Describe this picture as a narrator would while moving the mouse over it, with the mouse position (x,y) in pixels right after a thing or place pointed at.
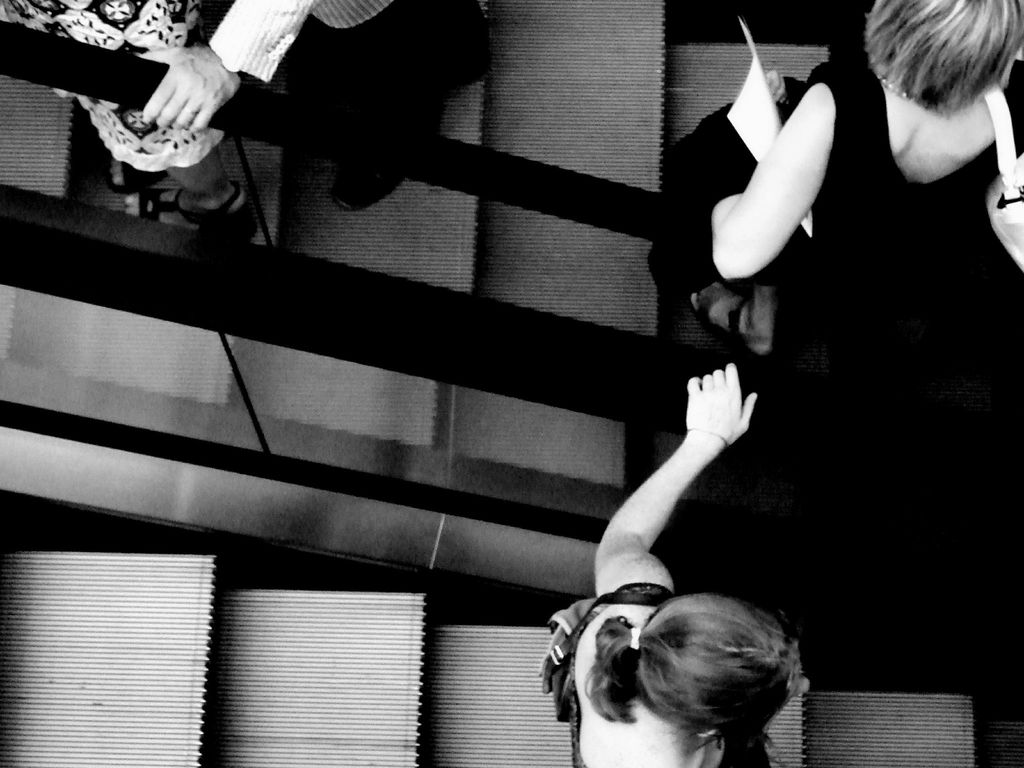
This image consists of four persons (213,166). On the right (697,165), we can see a woman (880,360) wearing a black dress (880,303). At the bottom (441,705), it looks like an escalator (431,445).
